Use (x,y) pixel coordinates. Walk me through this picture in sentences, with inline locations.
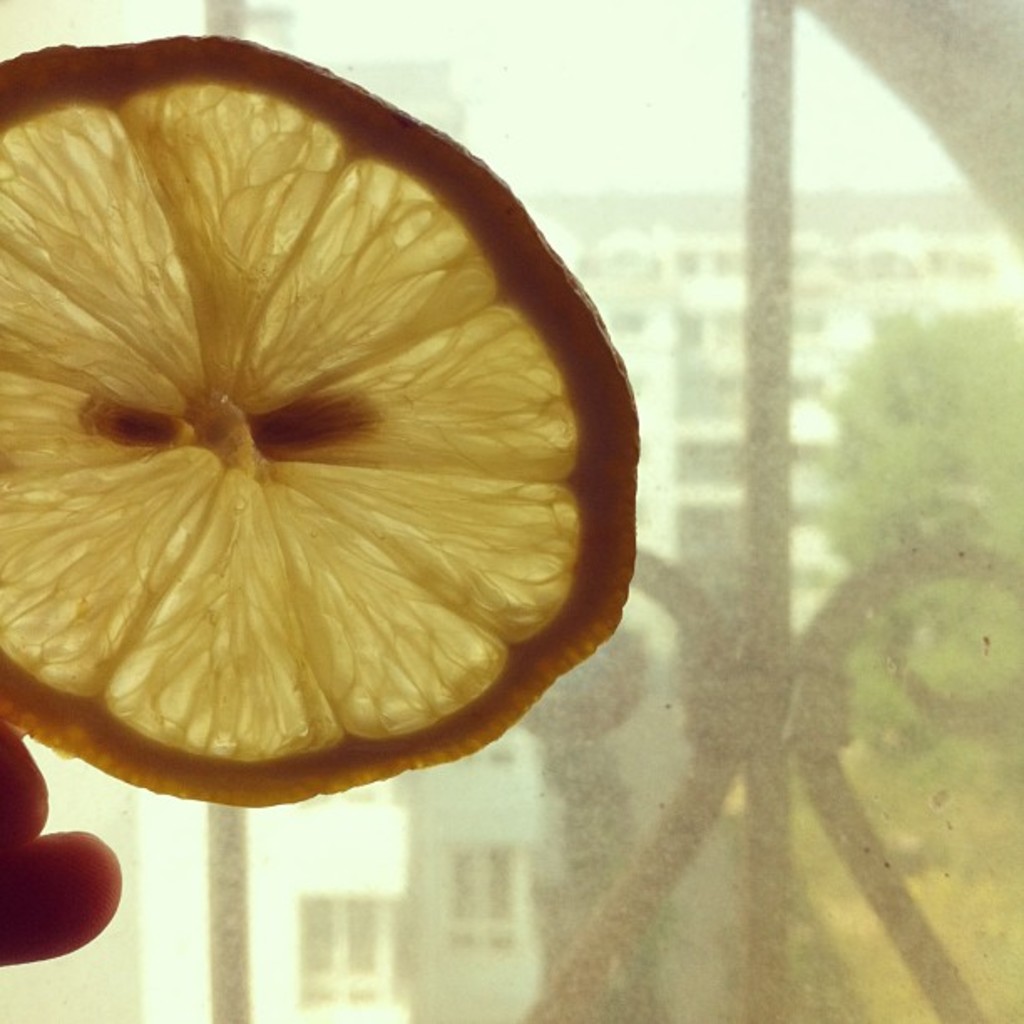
In this image, we can see the slice of a lemon (329,485). We can see the fingers (55,884) of a person (95,924). We can see some metal objects (759,402), buildings (859,220) and trees (877,405). We can also see the sky (674,62).
